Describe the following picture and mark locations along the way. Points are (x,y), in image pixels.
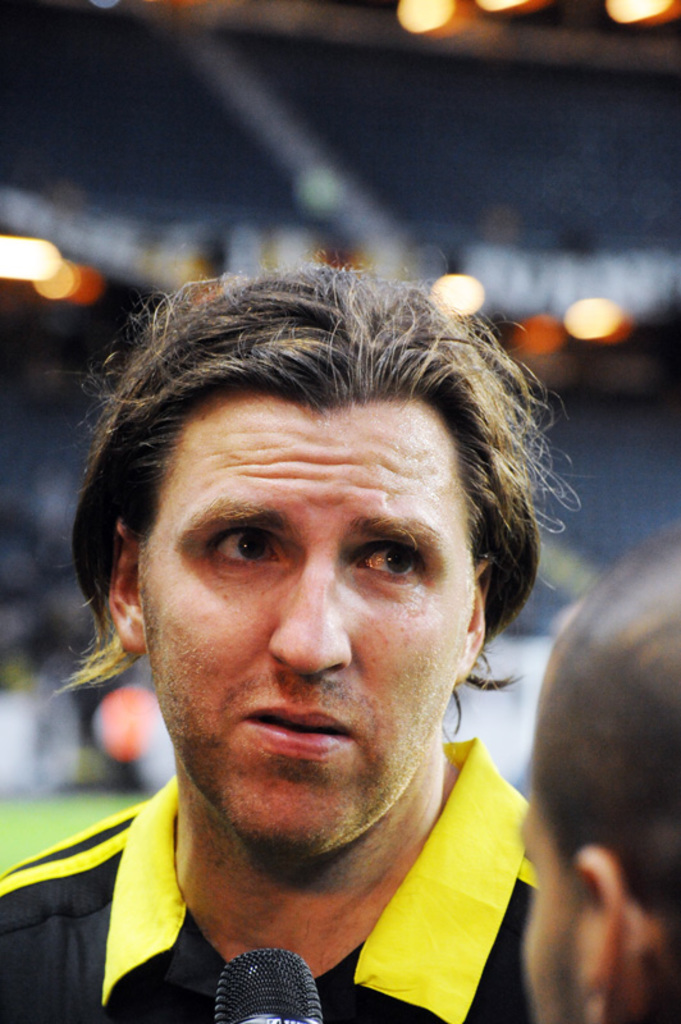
In this image I can see two men (340,722). The background of the image (427,190) is blurred. Here I can see a microphone (273,987).
